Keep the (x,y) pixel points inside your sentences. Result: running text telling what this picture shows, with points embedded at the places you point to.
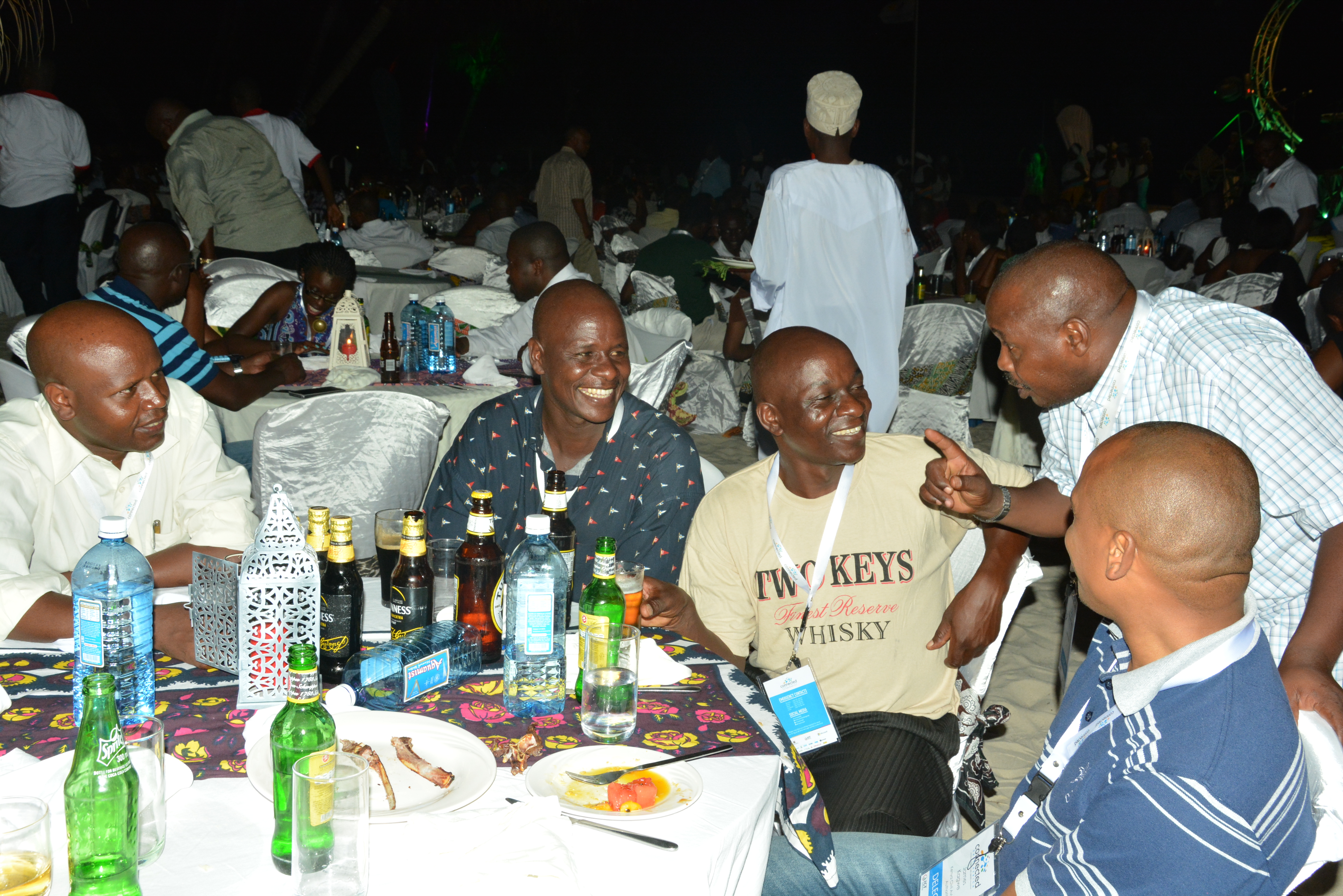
Most of the persons (1271,307) are sitting on chair (719,385) and few persons (858,300) are standing. In-front of this person (86,543) there is a table (780,770). On table (210,796) there are bottles (98,774), plate (265,794), glass (367,778), food (442,780) and spoon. This 2 persons (814,553) wore Id card (810,726).
